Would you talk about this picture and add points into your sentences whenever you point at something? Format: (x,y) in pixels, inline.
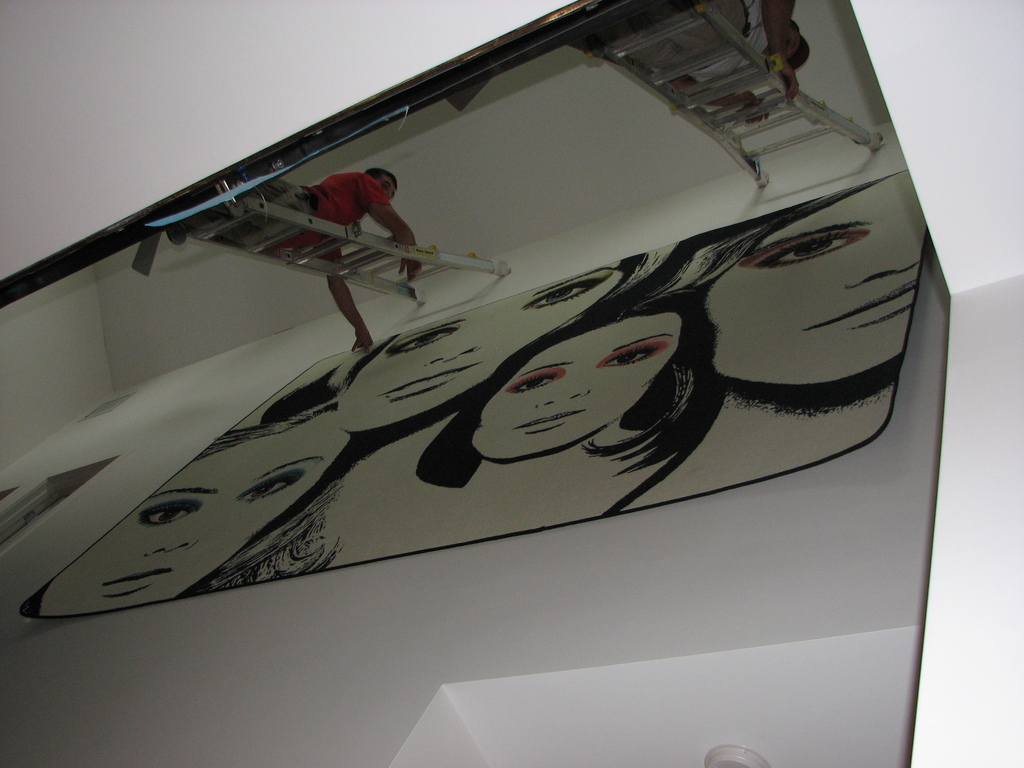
In this image we can see persons (356,201) standing on the extendable ladders (645,81) and wall hangings (408,405) to the wall (61,550).
